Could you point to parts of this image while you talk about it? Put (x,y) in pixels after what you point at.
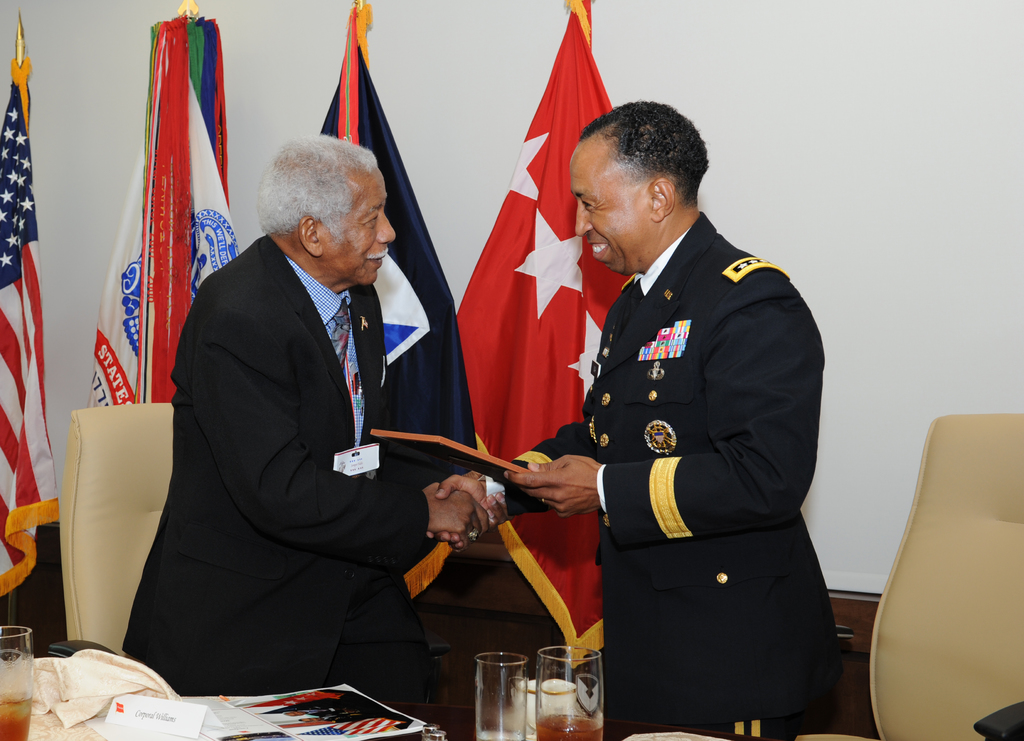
The two persons (539,466) are standing. They are smiling. The left person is wearing a id card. On the right side of the person (587,468) is holding a folder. There is a table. There is a glass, paper (299,716), cloth (92,671) on a table (305,704). We can see in the background (170,134) flags (177,151) and wall (863,147).
